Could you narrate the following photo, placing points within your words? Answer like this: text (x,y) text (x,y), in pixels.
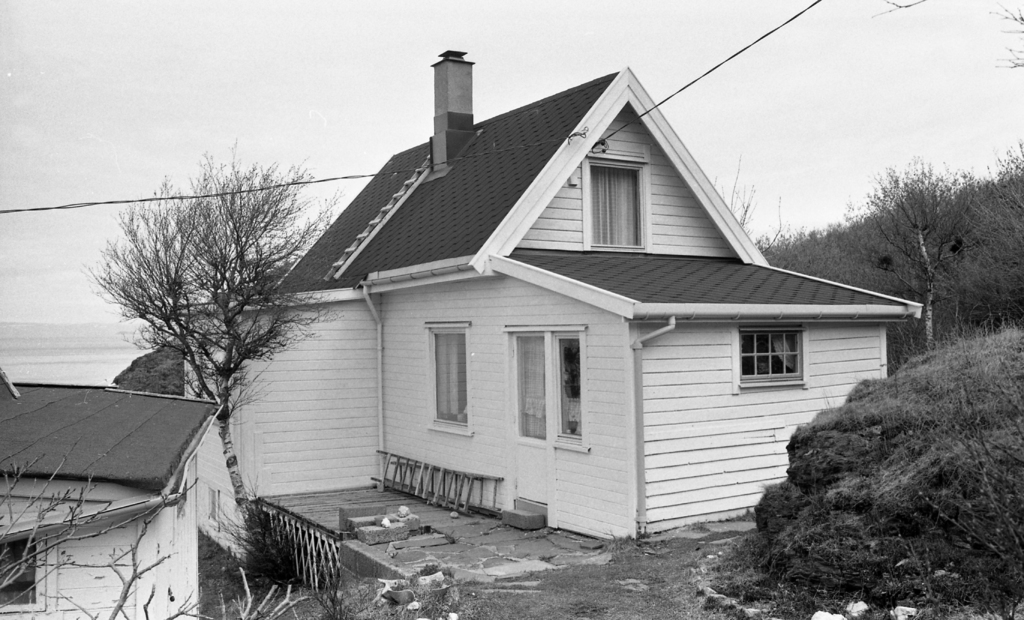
In this image I can see few buildings (298,377) and both side of it I can see number of trees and few wires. I can also see few ladders (429,470) in the center of this image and I can see this image is black and white in colour.
